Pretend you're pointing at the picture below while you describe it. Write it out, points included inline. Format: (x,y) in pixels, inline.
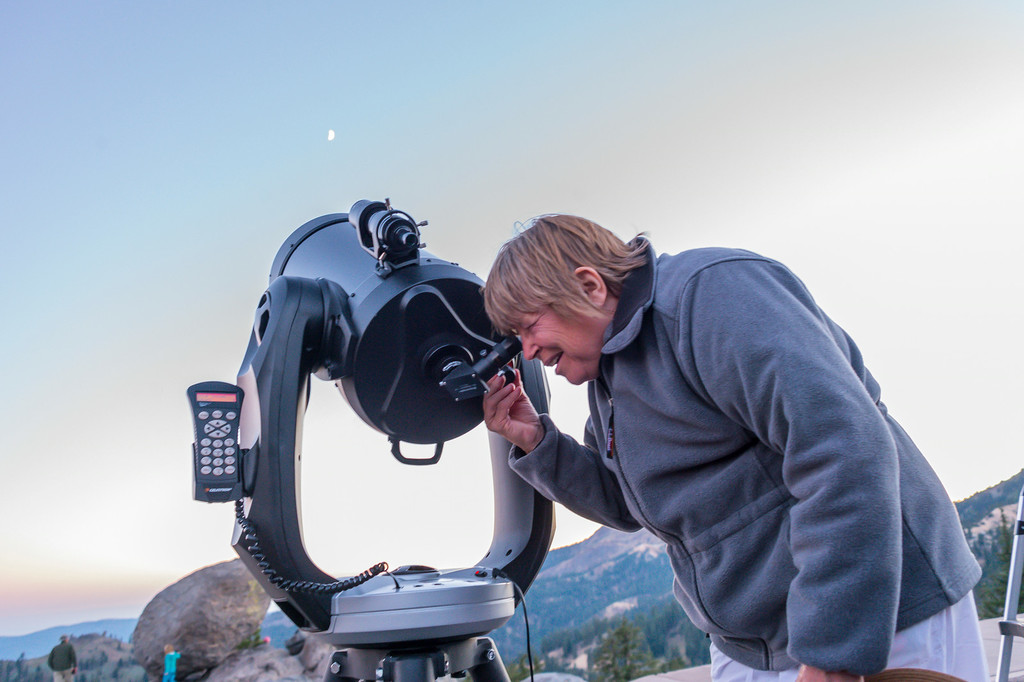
In the image there is a person (723,465) in grey sweatshirt (723,465) looking into a telescope (397,435) into the sky (192,208), behind there are hills (650,619).
